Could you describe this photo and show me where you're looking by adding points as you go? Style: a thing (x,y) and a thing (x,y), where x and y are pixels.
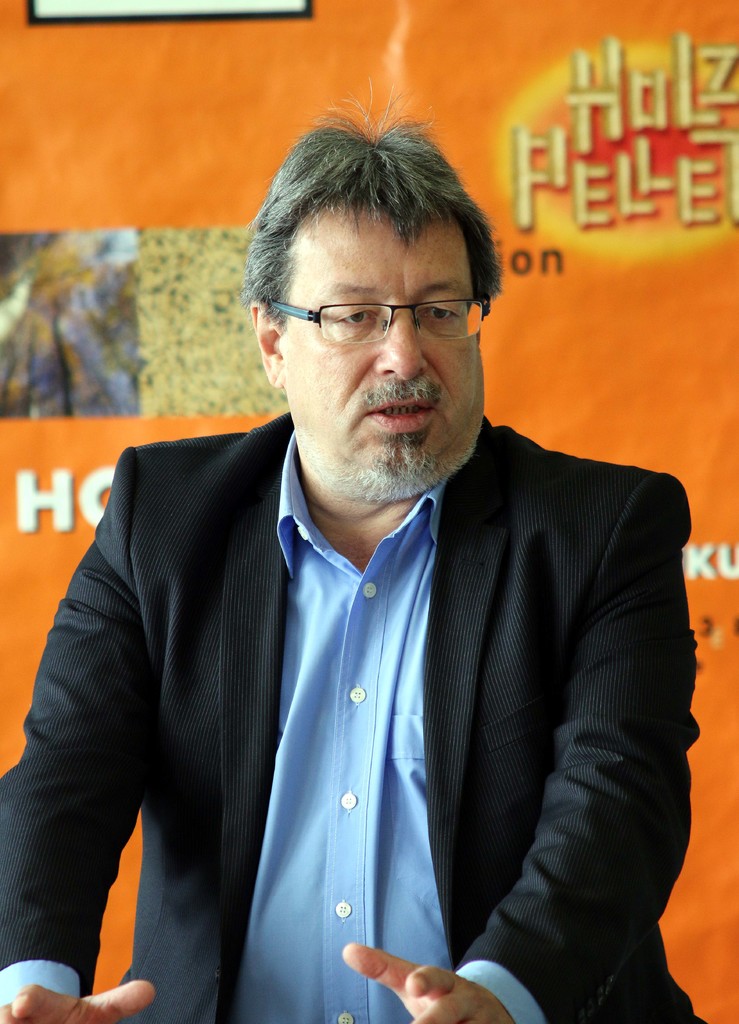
In this picture there is a person (600,647) wearing black suit (570,649) is standing and there is a banner (261,80) which has few images (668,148) and some other objects (666,168) on it behind him.
